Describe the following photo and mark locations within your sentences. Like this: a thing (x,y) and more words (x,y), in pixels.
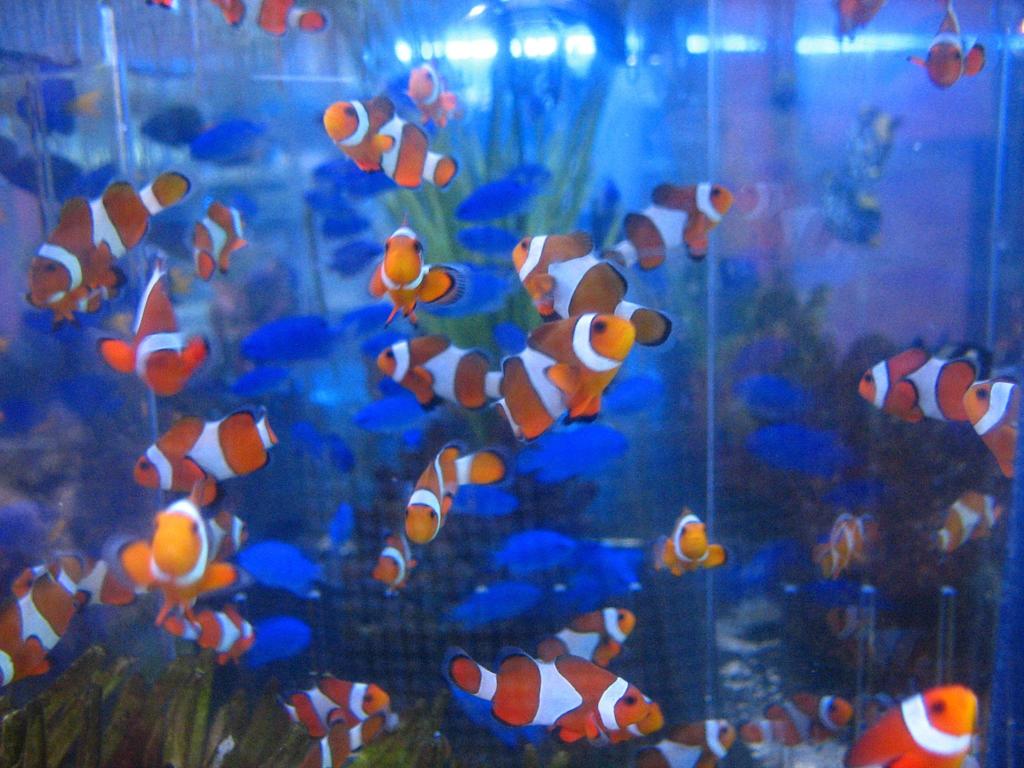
It is a zoom in picture of aquarium (290,258). We can see many orange and white combination fishes (403,557).
